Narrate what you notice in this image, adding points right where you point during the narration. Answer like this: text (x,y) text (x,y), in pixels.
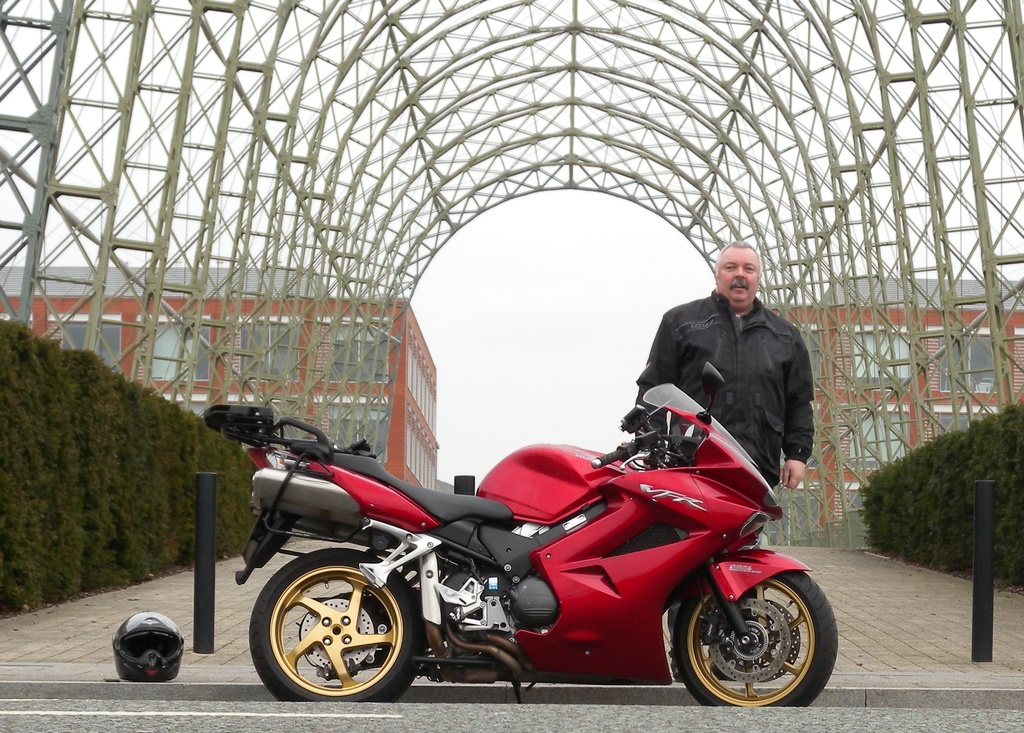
In this image there is a bike (535,541) and there is a person (747,426) standing. On the ground (191,606) there is a helmet (144,678). In the background (842,381) there are plants (927,473), buildings (1022,312) and there is a metal arch (769,86) and the sky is cloudy.
